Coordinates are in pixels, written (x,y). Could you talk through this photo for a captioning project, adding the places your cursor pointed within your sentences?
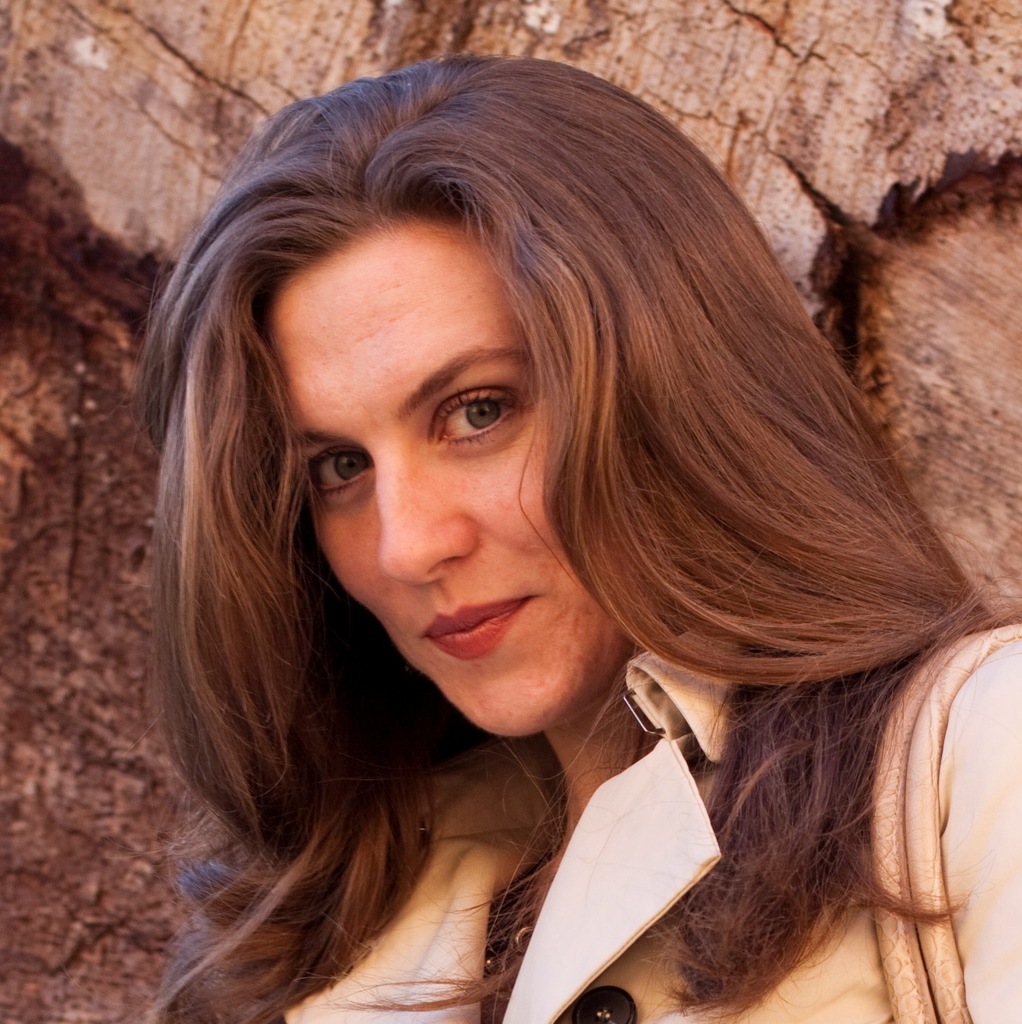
In this image I can see a woman (691,702) wearing cream color dress (651,841) and hand bag (926,748). Back I can see a brown color rock (202,55).
